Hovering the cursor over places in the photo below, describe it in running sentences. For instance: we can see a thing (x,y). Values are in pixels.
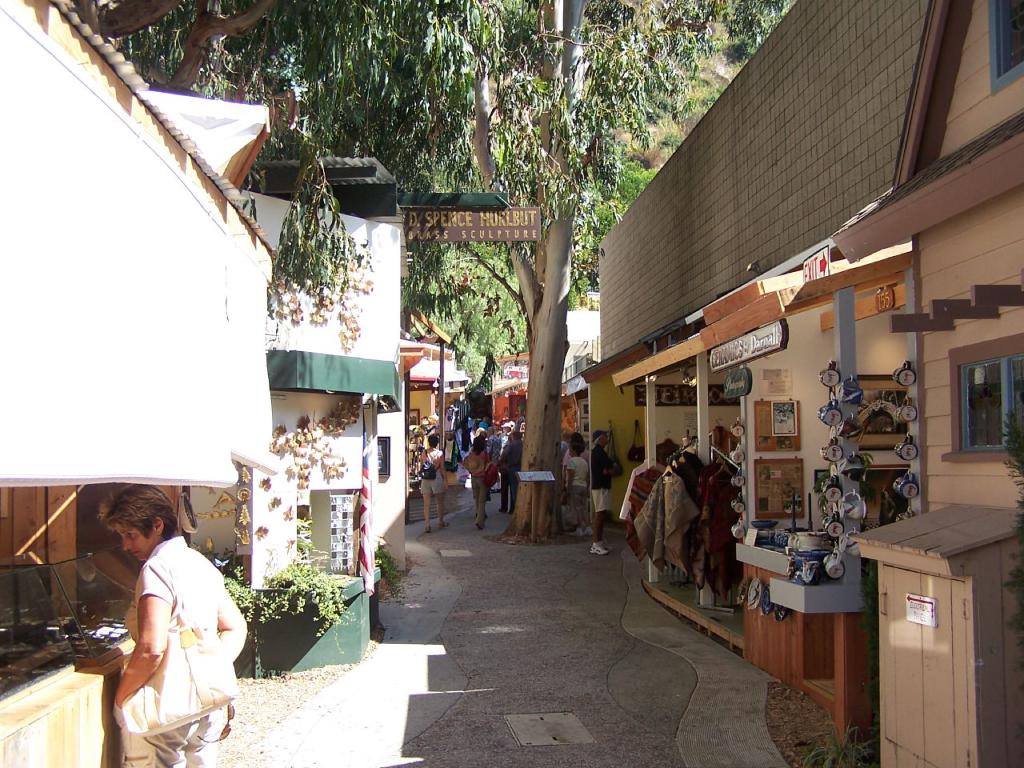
In this picture we can see some stores (457,420), on the left side (203,728) there is a woman (188,735) standing, we can see some clothes (661,527), mugs (744,529) and other things (891,434) present on the right side (704,506), there are some people (514,477) walking in the middle (575,457), in the background (530,303) we can see trees (448,132) and a board (510,223), we can also see a plant (306,583) on the left side (282,583).
